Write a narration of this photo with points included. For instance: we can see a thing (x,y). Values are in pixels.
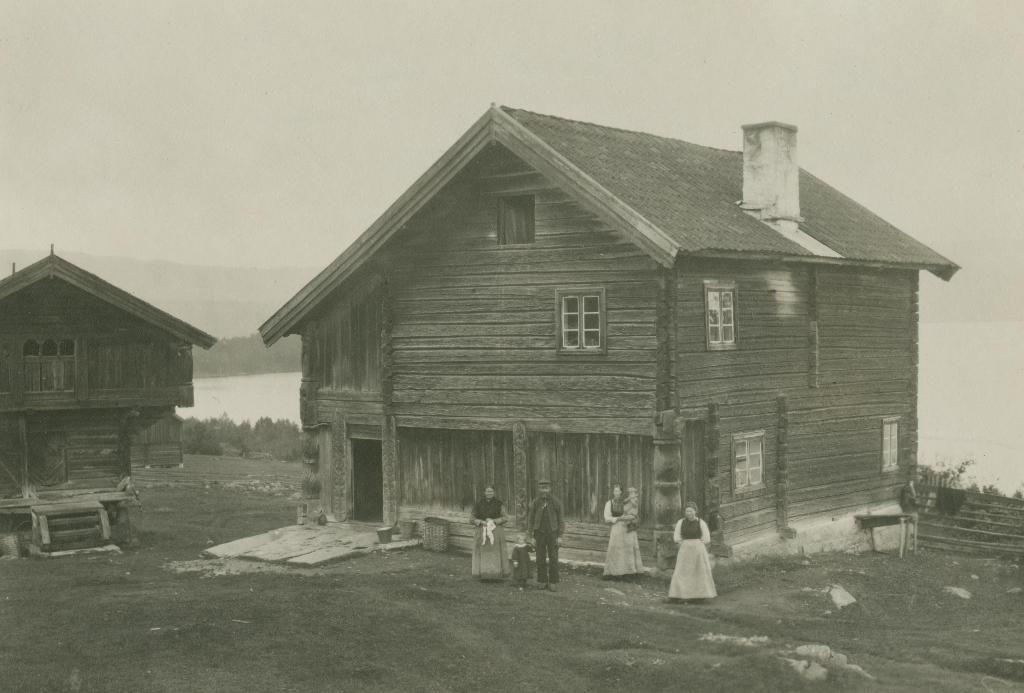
In this image there is an old photograph (520,409), in the photograph (524,430) there are a few people (512,580) standing in front of a house (488,412), beside the house (506,400) there is another wooden house (71,405), behind the house (343,366) there is a river (247,391) and mountains (282,276).
